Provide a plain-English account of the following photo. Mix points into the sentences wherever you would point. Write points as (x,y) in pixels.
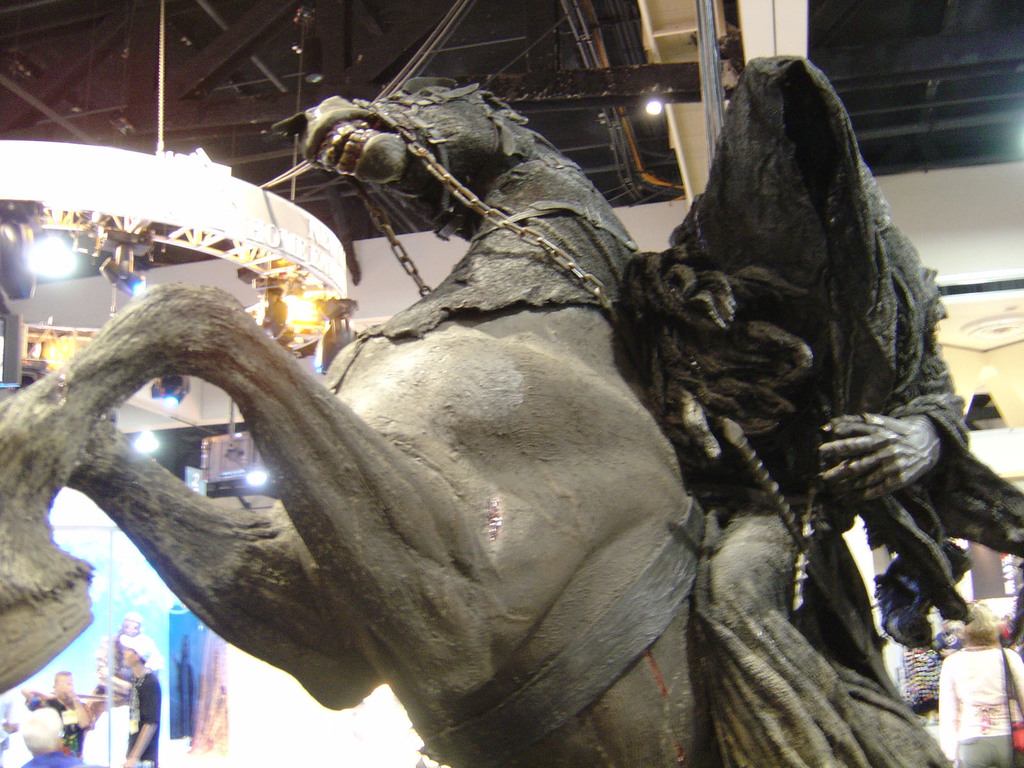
In this image there is a sculpture (485,434) of a horse (619,558). There are chains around the horse (556,297). There is a person (713,336) sitting on the horse (518,449). Behind the sculpture (229,543) there are a few people (67,694) standing. At the top (364,18) there is the ceiling (370,60) of the shed (547,76). There are lights (308,303) to the ceiling (860,78).
